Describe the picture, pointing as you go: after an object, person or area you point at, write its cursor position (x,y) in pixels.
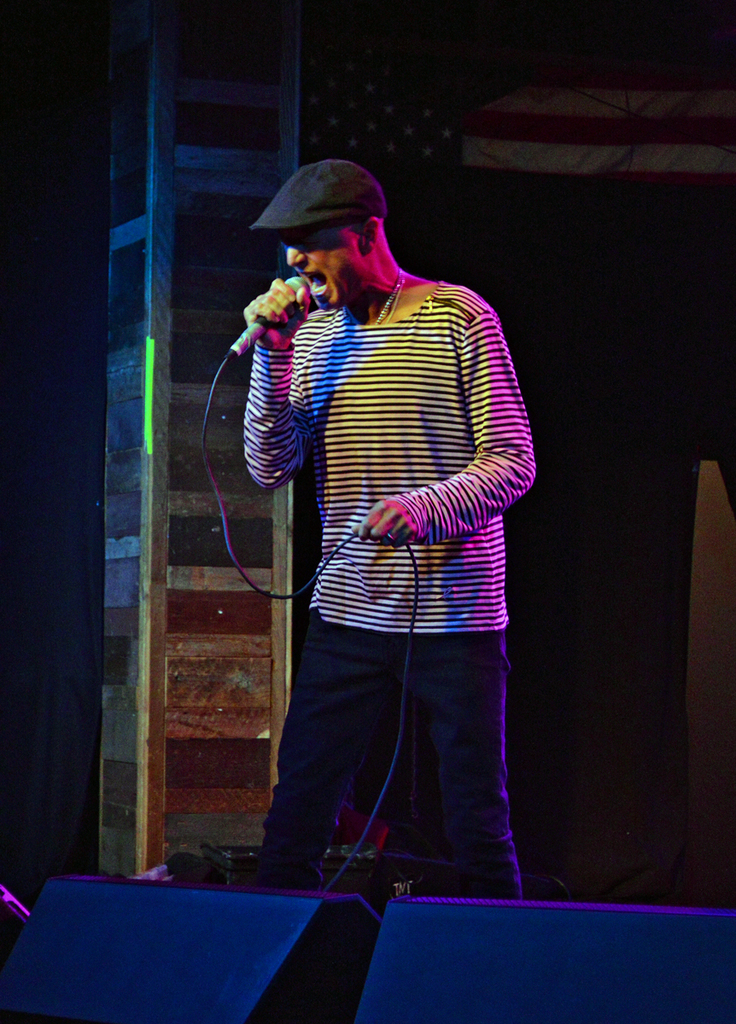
In the image we can see there is a man (436,516) standing and he is holding mic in his hand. There are speakers (318,949) kept on the stage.
